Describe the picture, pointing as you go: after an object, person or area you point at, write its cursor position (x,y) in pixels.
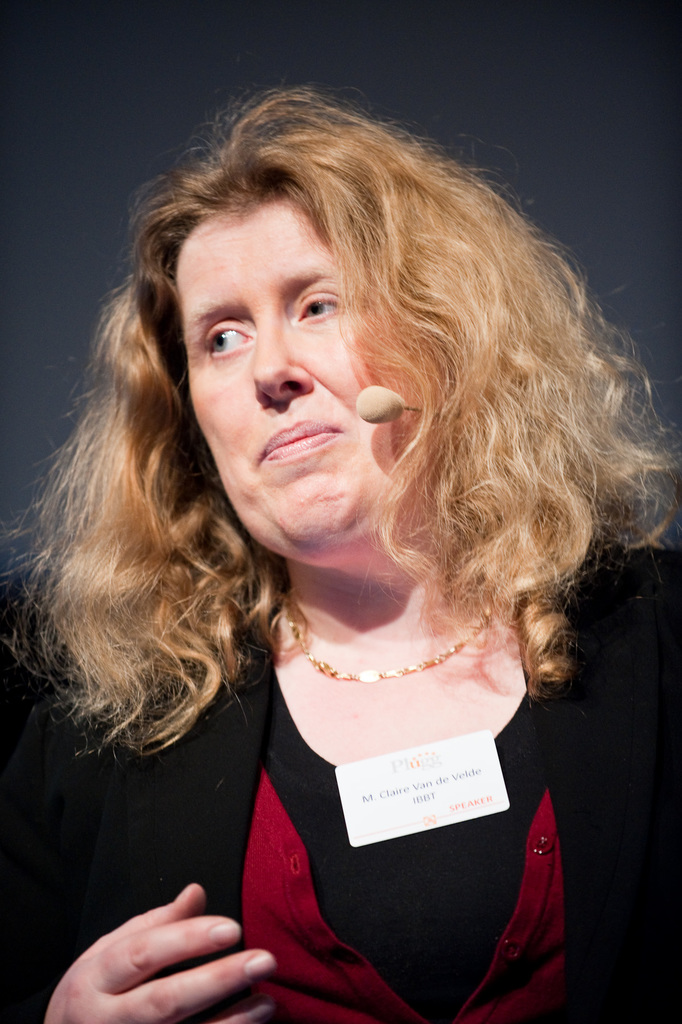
In this image there is a woman (337,719) who is having a mic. The color of her hair (155,200) is gold. The girl (585,463) wearing the black dress (462,822) with a badge (424,810) on it.
